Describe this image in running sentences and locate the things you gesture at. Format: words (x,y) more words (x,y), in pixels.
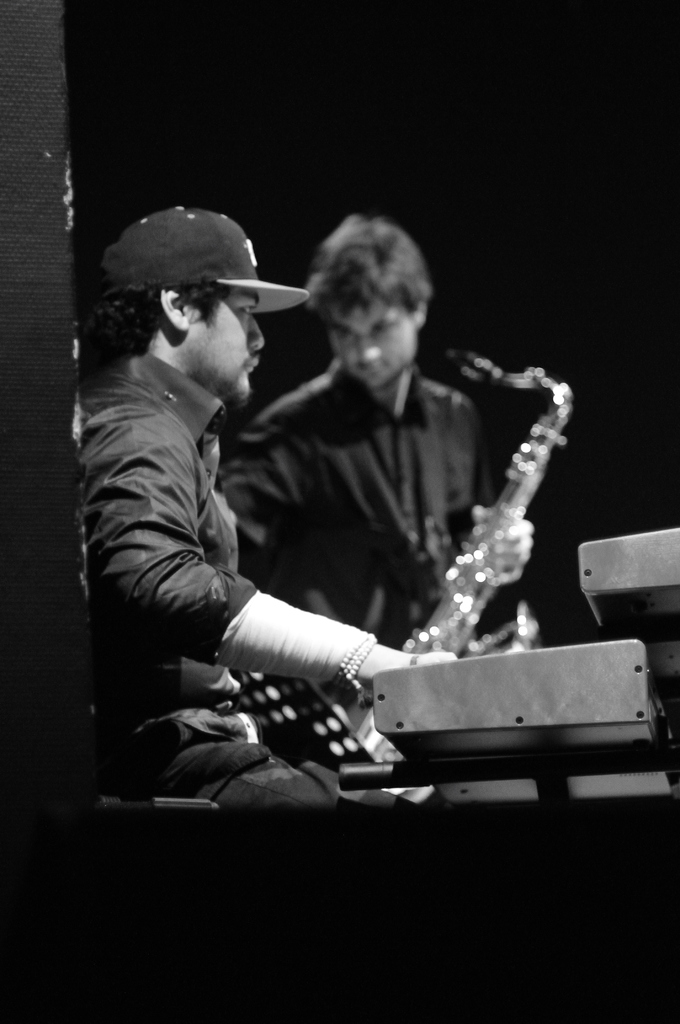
It is a black and white image there are two men (341,496), they are playing some music instruments (474,563) and the background of the men (426,455) is dark.
